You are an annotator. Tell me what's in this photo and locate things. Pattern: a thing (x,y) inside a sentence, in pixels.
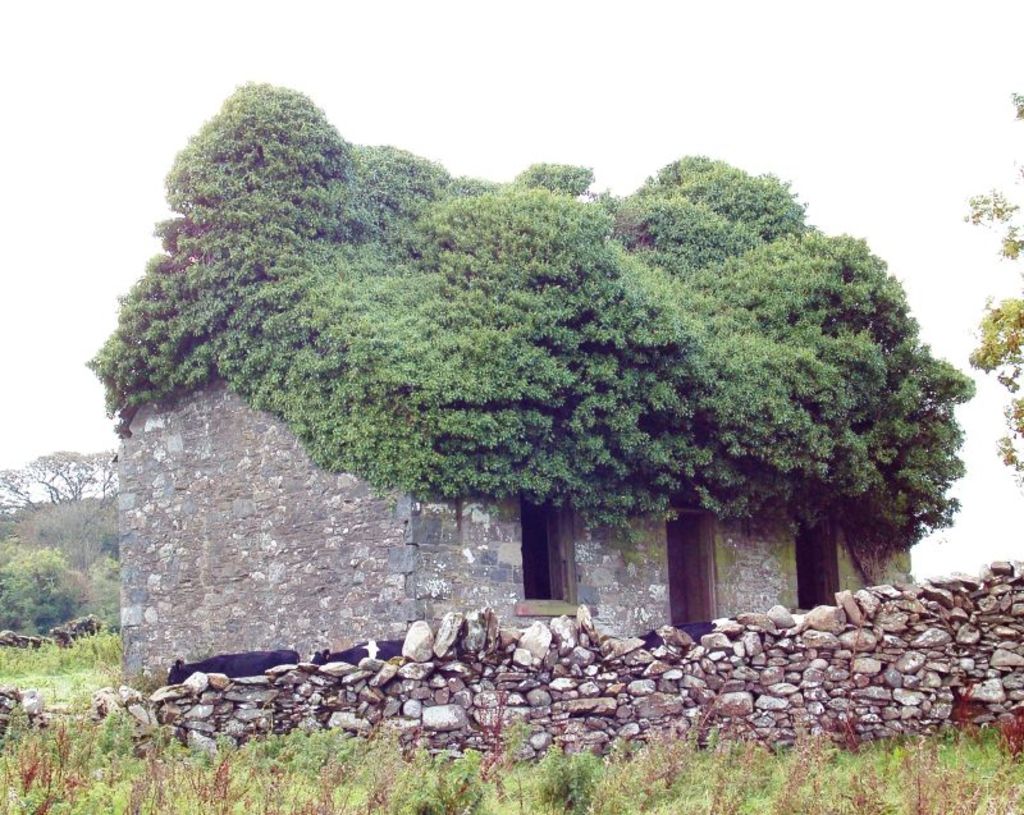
In this image I can see few plants (400,766), the wall (769,742) which is made up of rocks (810,672) and two animals (252,671) which are black and white in color. I can see a building (271,558) and few trees (329,356) on the building (289,507). In the background (24,168) I can see few trees (53,526) and the sky (200,84).
